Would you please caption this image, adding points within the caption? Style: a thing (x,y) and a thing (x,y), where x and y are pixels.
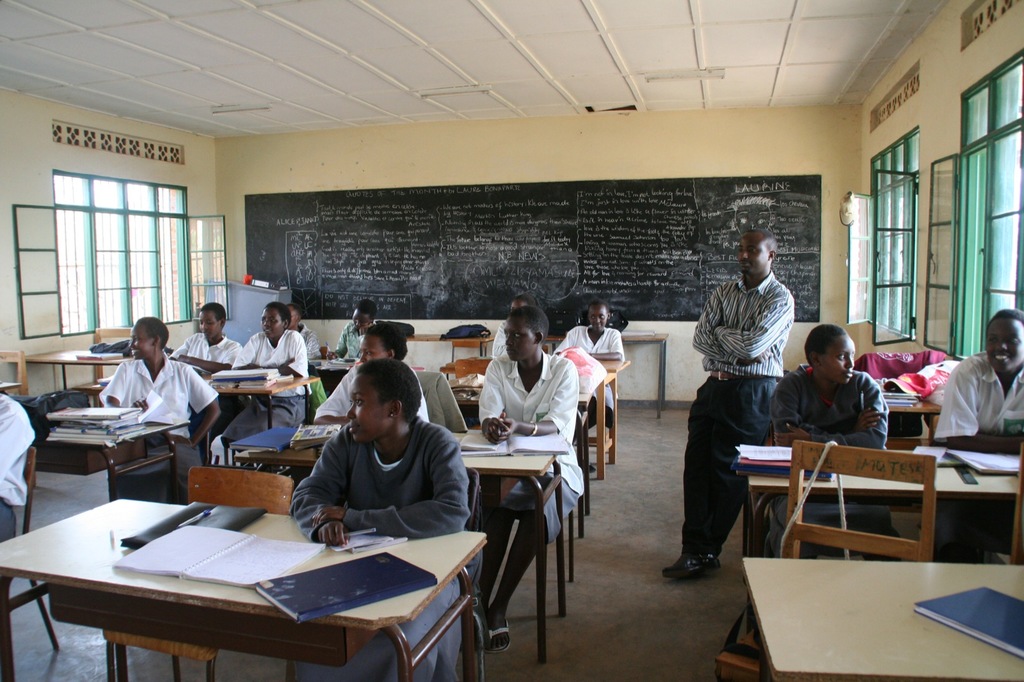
This picture is taken in the classroom (631,593), There are some tables (834,614) which are in white color and there are some chairs (846,463) which are brown color and there are some students (420,517) sitting on the chairs (268,481) and in the background (516,208) there is a black board (303,229) and there is a white color roof (407,63).
